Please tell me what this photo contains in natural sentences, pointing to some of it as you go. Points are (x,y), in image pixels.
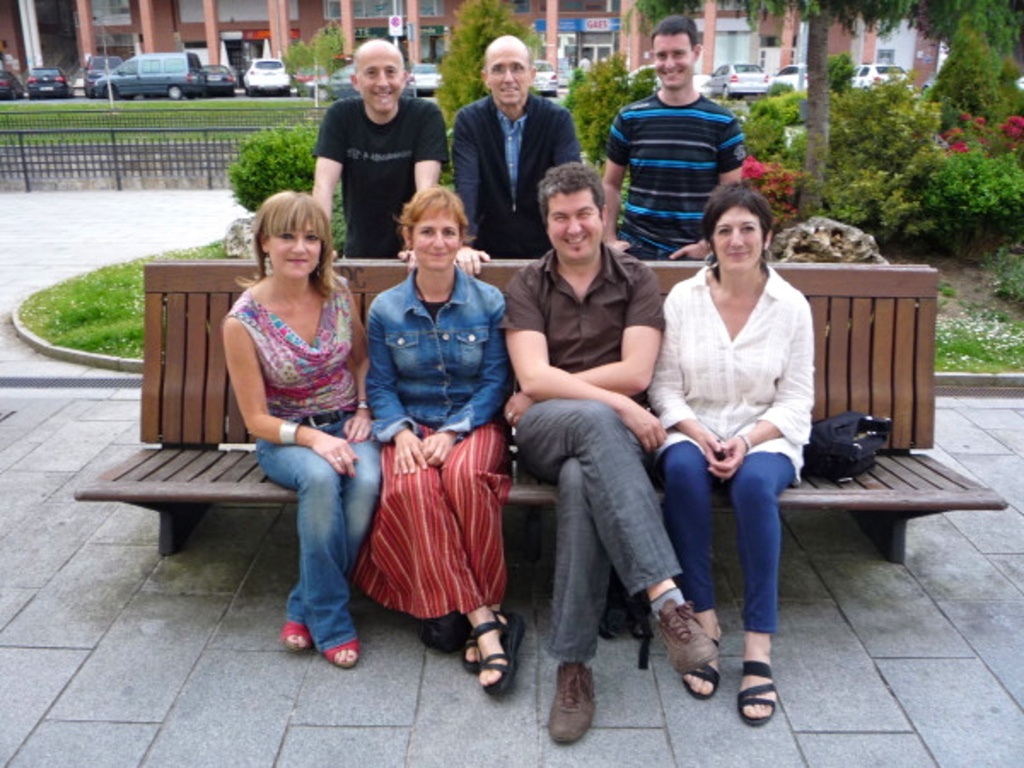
In this picture on the bench (838,355) there are two ladies (482,365) to the left side (312,341) and one lady (782,381) to the right side (754,383) in the middle of them there is a man (599,430) sitting. At the back of them there are three men (532,121) standing, To the right side (930,172) top there are some plants (852,121) and trees (868,14). In the background (583,32) there is a buildings (167,34) with many cars (273,76).
